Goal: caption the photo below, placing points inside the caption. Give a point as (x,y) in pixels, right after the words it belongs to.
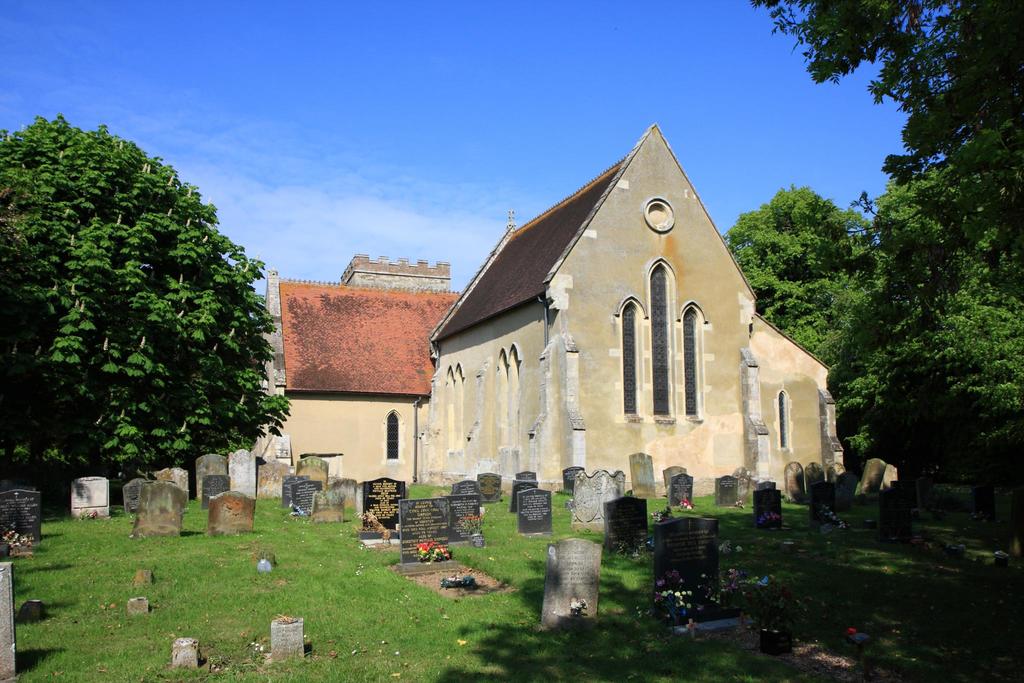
In this picture I can see many graves (698,547). In the back (486,417) I can see the church (635,336) and building (503,334). On the right (900,460) and left side (21,299) I can see the trees (906,338) and plants (911,322). At the top (469,116) I can see the sky (390,156) and clouds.
